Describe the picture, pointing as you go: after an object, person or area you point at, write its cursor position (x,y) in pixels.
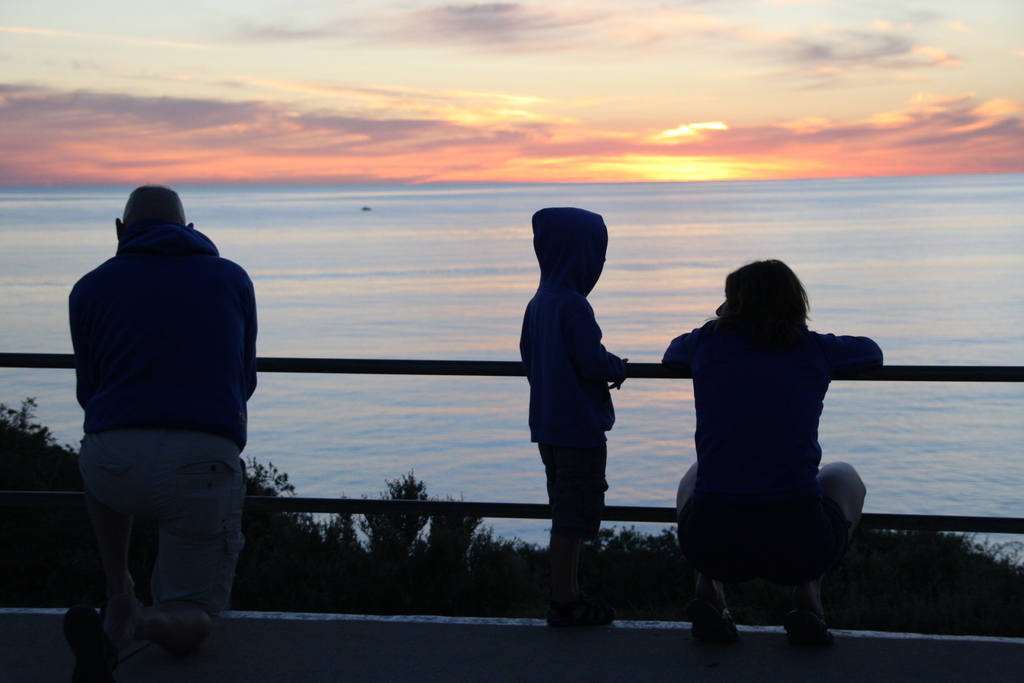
In this image I can see three people (739,408) kneeling, standing and squatting to the side of the railing (506,508). To the side of railing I can also see the plant (491,537) and the water (409,318). In the background (369,120) there are clouds (436,120) and the sky (577,118).
